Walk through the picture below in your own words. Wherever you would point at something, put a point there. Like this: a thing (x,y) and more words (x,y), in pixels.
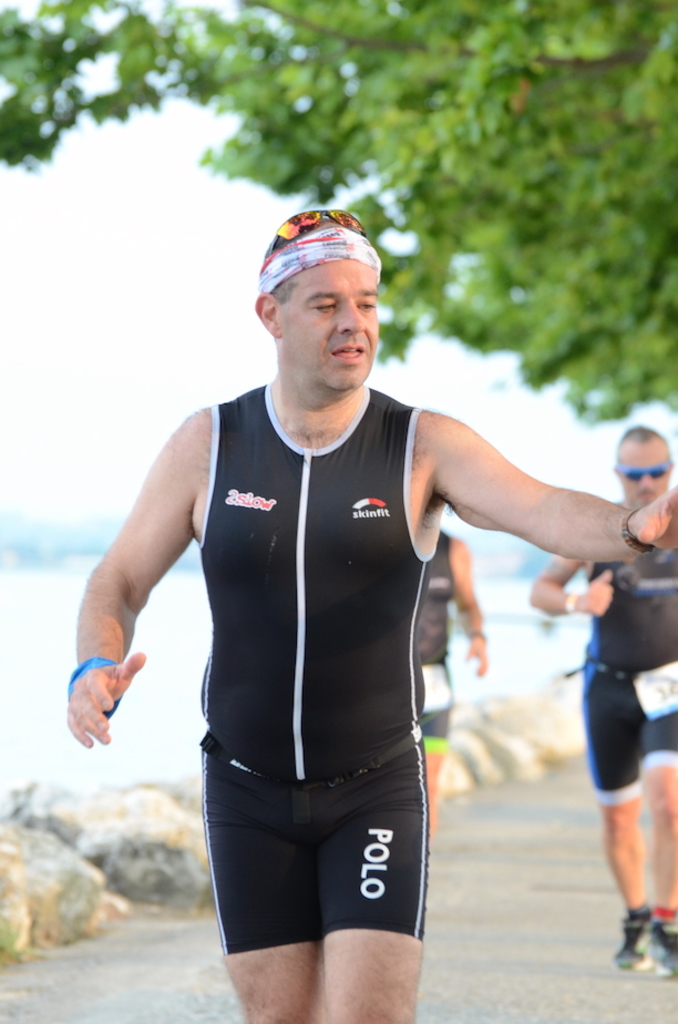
In this image we can see a person (267,694) wearing black dress (225,836) and glasses (335,212) on his head (315,265) is walking on the road (222,979). The background of the image (675,688) is slightly blurred, where we can see a few more people (620,687) walking on the road (151,1016), we can see the trees (647,261) and the sky (162,345).
